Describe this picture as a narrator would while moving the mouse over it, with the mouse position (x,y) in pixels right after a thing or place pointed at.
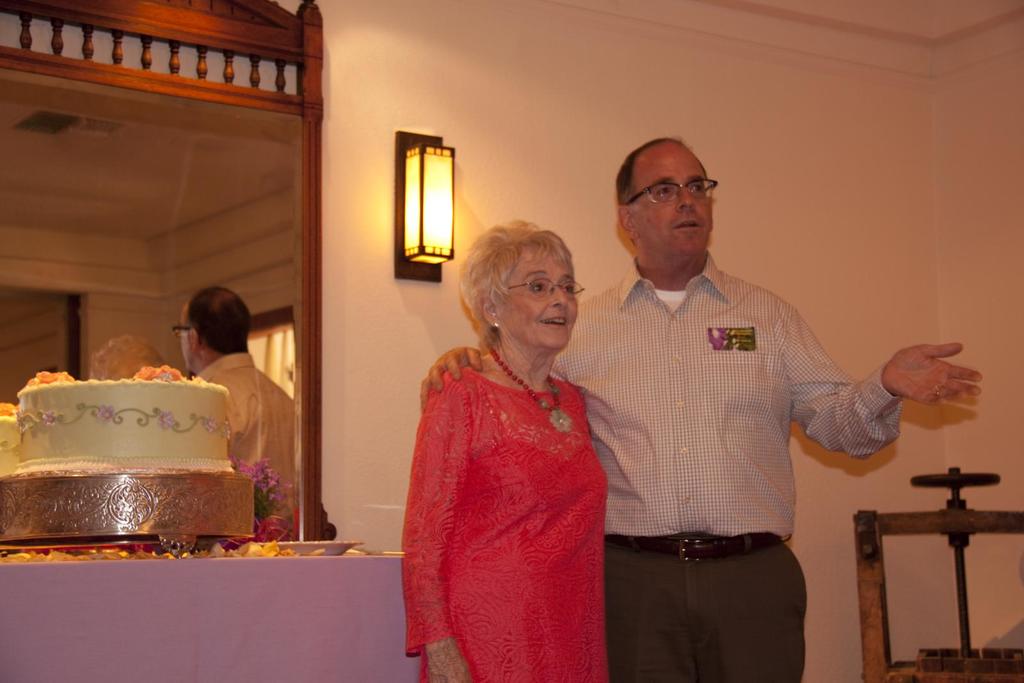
In front of the picture, we see the man (605,451) and the women (584,560) are standing. She is smiling. They might be posing for the photo. Beside them, we see an object (869,538). Behind them, we see the wall (519,215) and the light (396,269). On the left side (229,580), we see a table (198,631) on which plate (284,550) and a cake stand (199,497) containing the cake (165,438) are placed. Behind that, we see a mirror (139,231).
